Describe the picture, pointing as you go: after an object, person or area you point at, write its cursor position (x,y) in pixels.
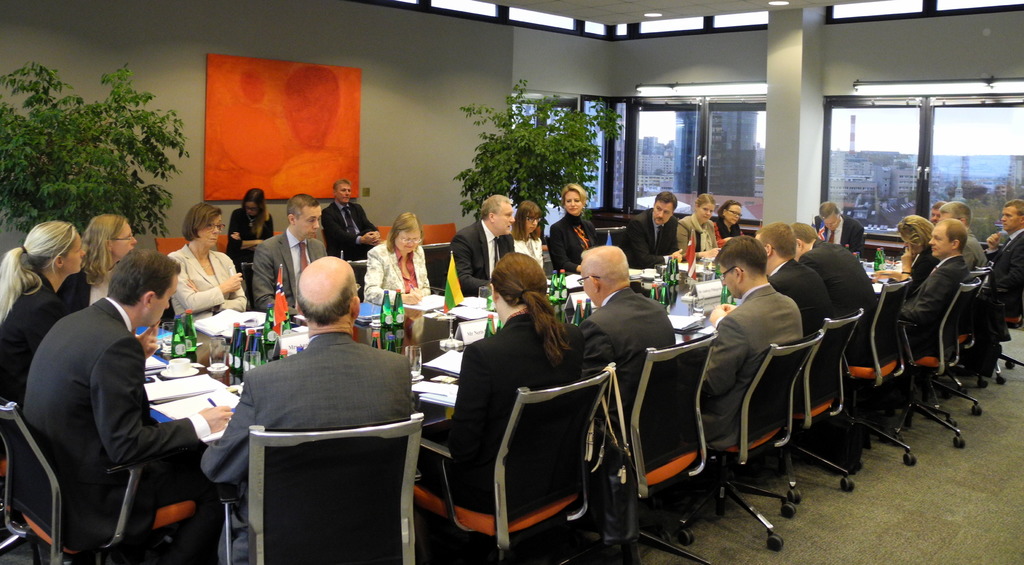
In this picture we can see a group of people (485,280) sitting on chairs (885,319) and in front of them on table (224,366) we have bottles (193,342), flags (445,307), papers (465,323), cup (186,357), saucer (186,372), glasses (216,354) and in the background (267,62) we can see wall (370,62), frame (354,92), windows (727,172), pillar (802,55), trees (530,142).
